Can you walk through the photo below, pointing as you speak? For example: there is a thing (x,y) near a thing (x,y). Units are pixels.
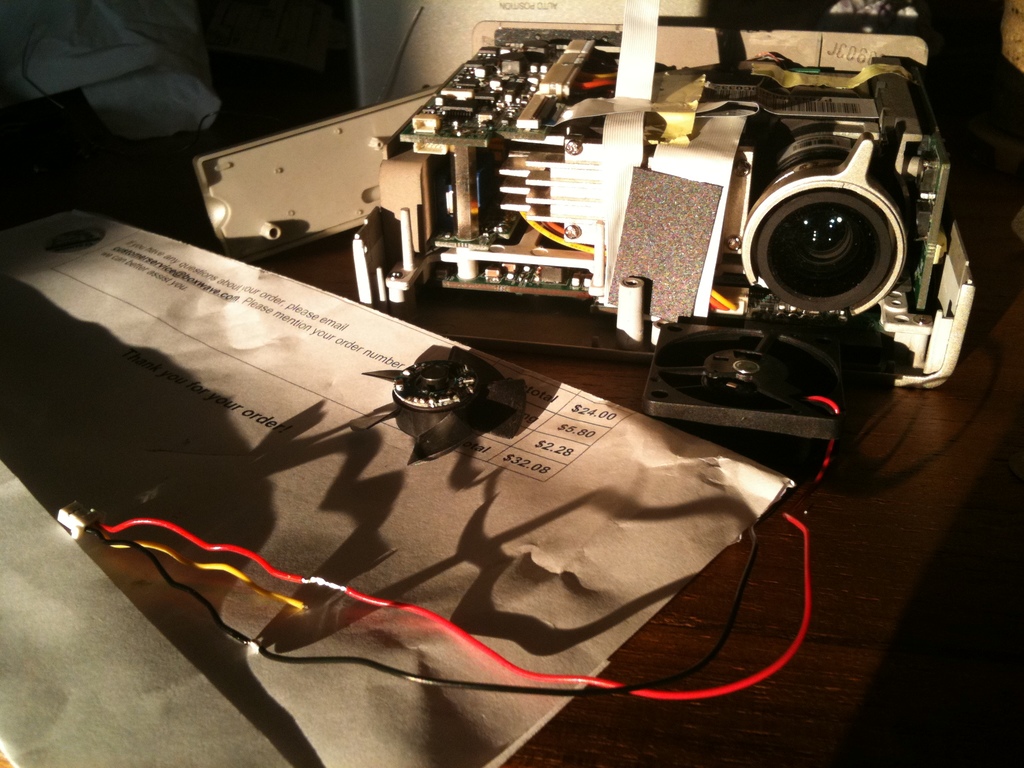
In this picture there is a projector lens machine (592,278), placed on the wooden table (661,614). Beside there is a brown color envelope (357,526), red color cables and small black color computer fan (749,429).
